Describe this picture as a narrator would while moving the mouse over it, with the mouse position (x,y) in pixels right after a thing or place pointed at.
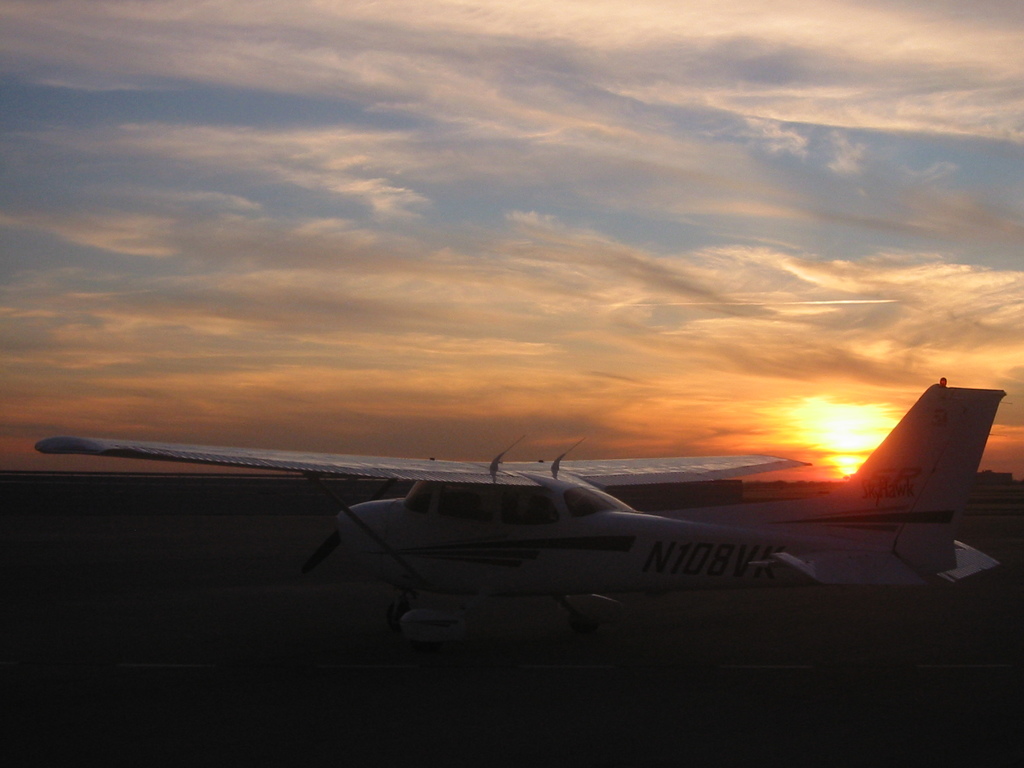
In this picture we can see clouds (635,241) sky (635,241) and a shining sun (862,433). This is a road (738,704). Here we can see an aeroplane (563,578) which is white in colour.
